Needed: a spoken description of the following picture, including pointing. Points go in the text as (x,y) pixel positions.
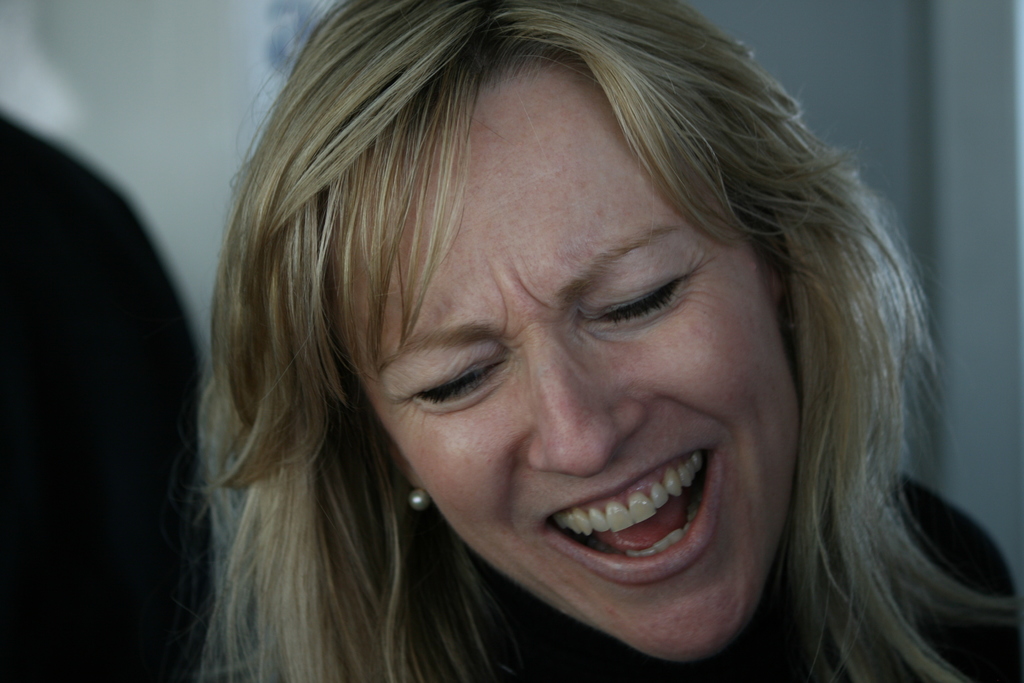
In this image I can see a woman (582,257) and I can also see smile on her face (559,474). On the left side (97,212) I can see a black colour thing (139,219) and I can also see this image is little bit blurry in the background (903,32).
